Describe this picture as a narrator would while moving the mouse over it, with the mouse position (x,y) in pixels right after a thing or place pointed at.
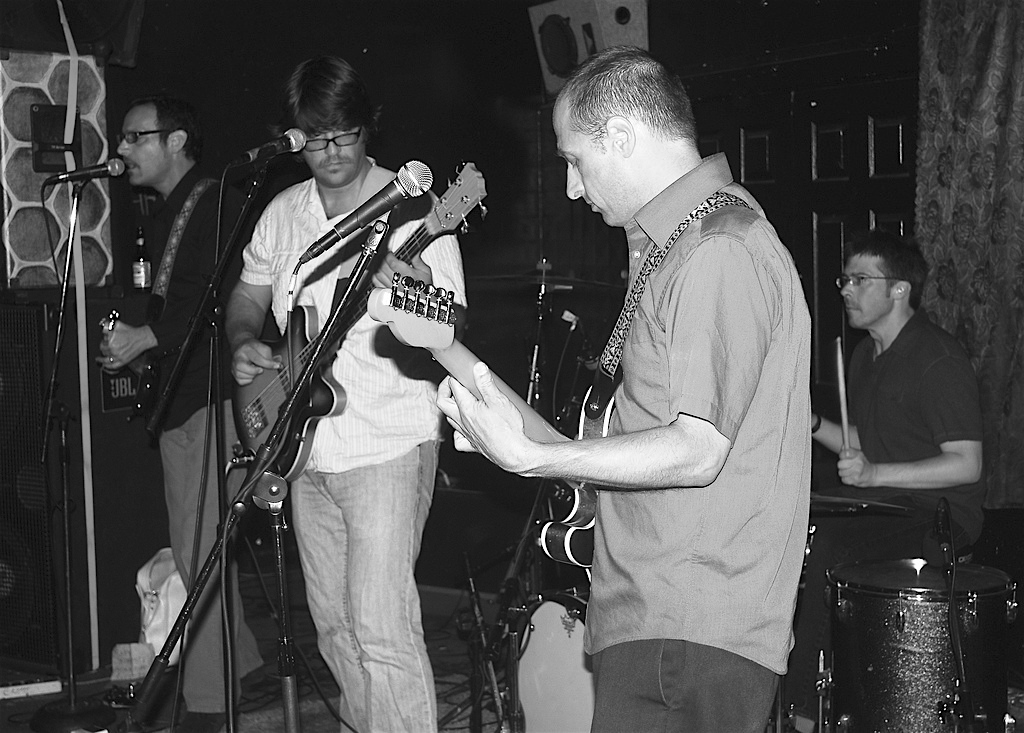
In the image we can see three persons (683,247) were standing and holding guitar (315,327). And in front (400,172) there is a microphone (292,397). In the background (403,99) we can see wall (796,47), speaker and few musical instruments (889,604) and one person (918,441) holding stick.
